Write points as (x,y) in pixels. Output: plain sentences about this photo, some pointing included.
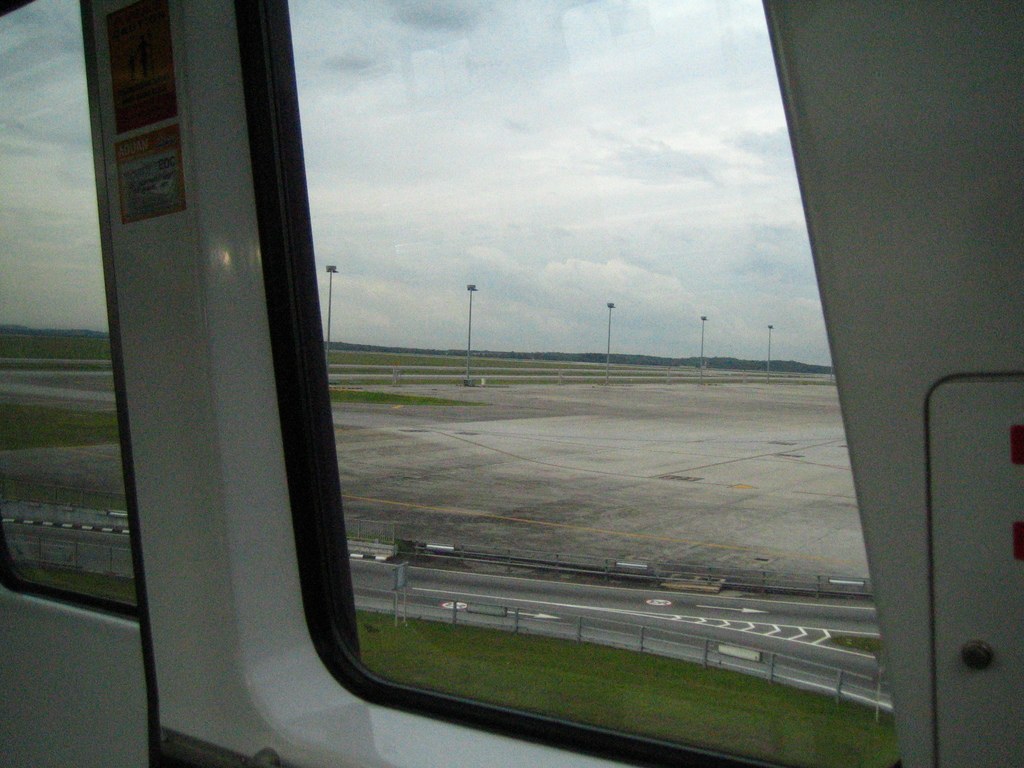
Here, we can see some glass windows (17,367), in the background (583,467) there is a road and there are some poles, at the top (443,115) there is a sky (476,196) which is cloudy.
